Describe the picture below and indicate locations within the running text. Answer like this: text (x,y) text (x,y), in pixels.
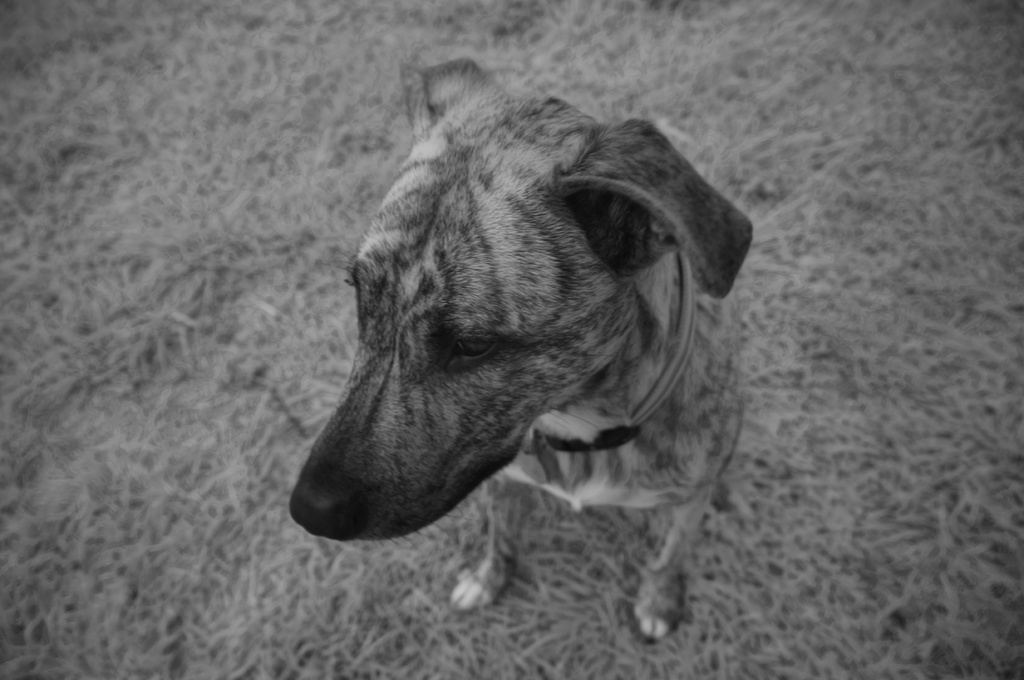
In this image I can see a dog (597,419), this image is in black and white color.
